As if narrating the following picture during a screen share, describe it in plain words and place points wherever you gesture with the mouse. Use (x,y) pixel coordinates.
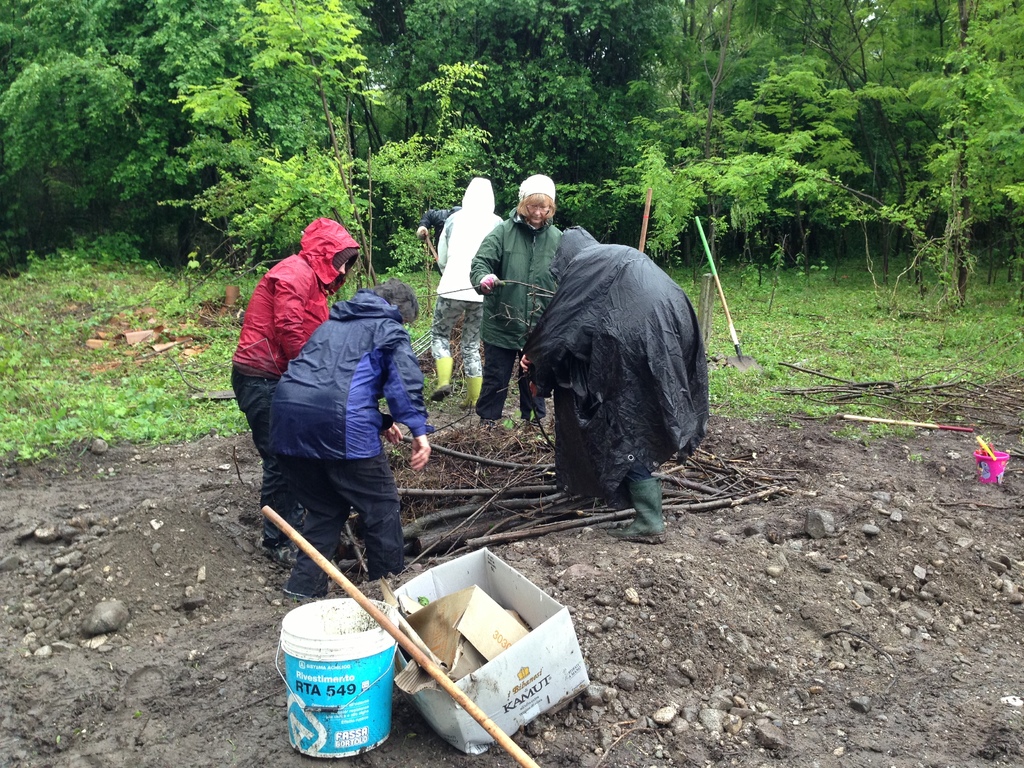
In this image I can see a blue colour bucket (331,636), a white colour box (422,705) and a stick (354,593) in the front (338,665). Behind it I can see few people (390,357) are standing and I can see all of them are wearing jackets (443,251). In the background (555,122) I can see number of trees (628,127), grass (739,307), a tool (754,362) and on the right side of this image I can see a pink colour thing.
